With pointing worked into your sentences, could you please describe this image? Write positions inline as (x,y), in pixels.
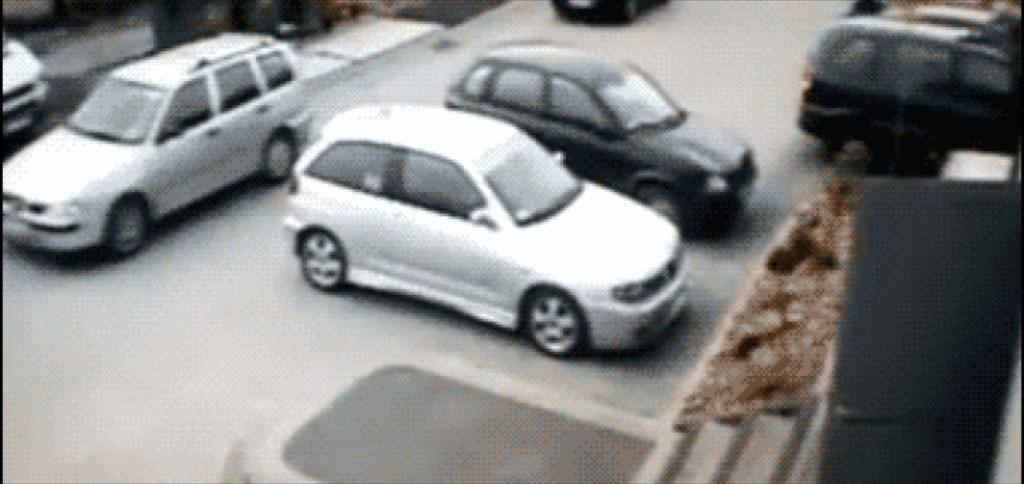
In this image we can see vehicles (438,108) on the road (766,112) and there is a board (932,238) on the right side (932,238).
